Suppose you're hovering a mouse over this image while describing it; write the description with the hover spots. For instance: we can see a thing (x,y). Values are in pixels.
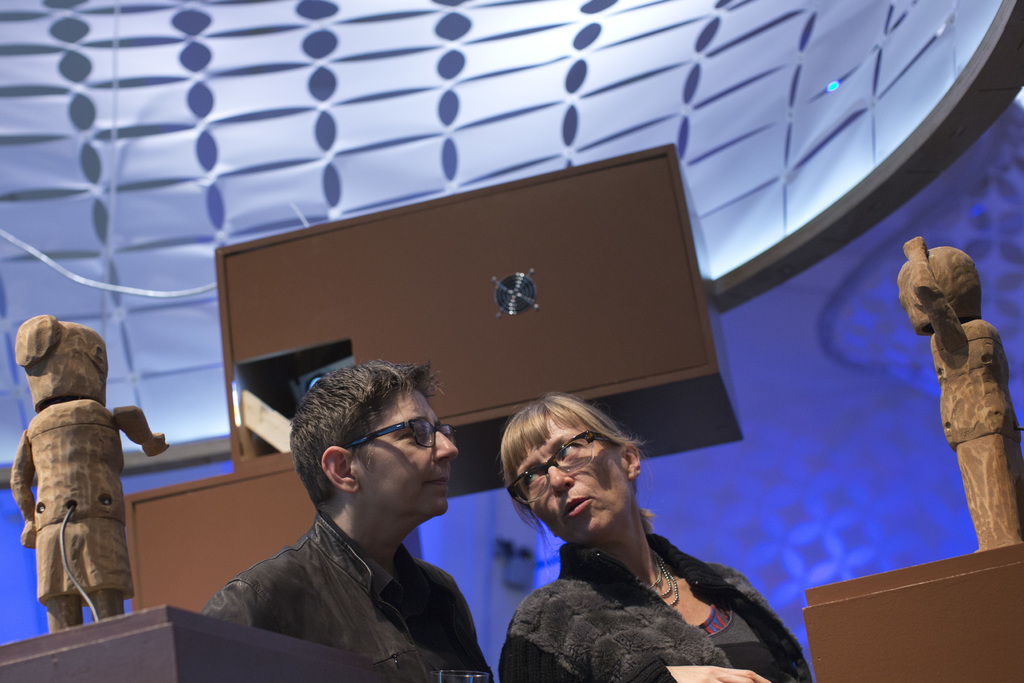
In this image there is a woman (564,520) turned behind and speaking to a man (397,486), in front of the woman (519,497) and behind the man (397,514) there are two dolls (83,516) on the table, behind them there is a wooden cupboard (443,328).
